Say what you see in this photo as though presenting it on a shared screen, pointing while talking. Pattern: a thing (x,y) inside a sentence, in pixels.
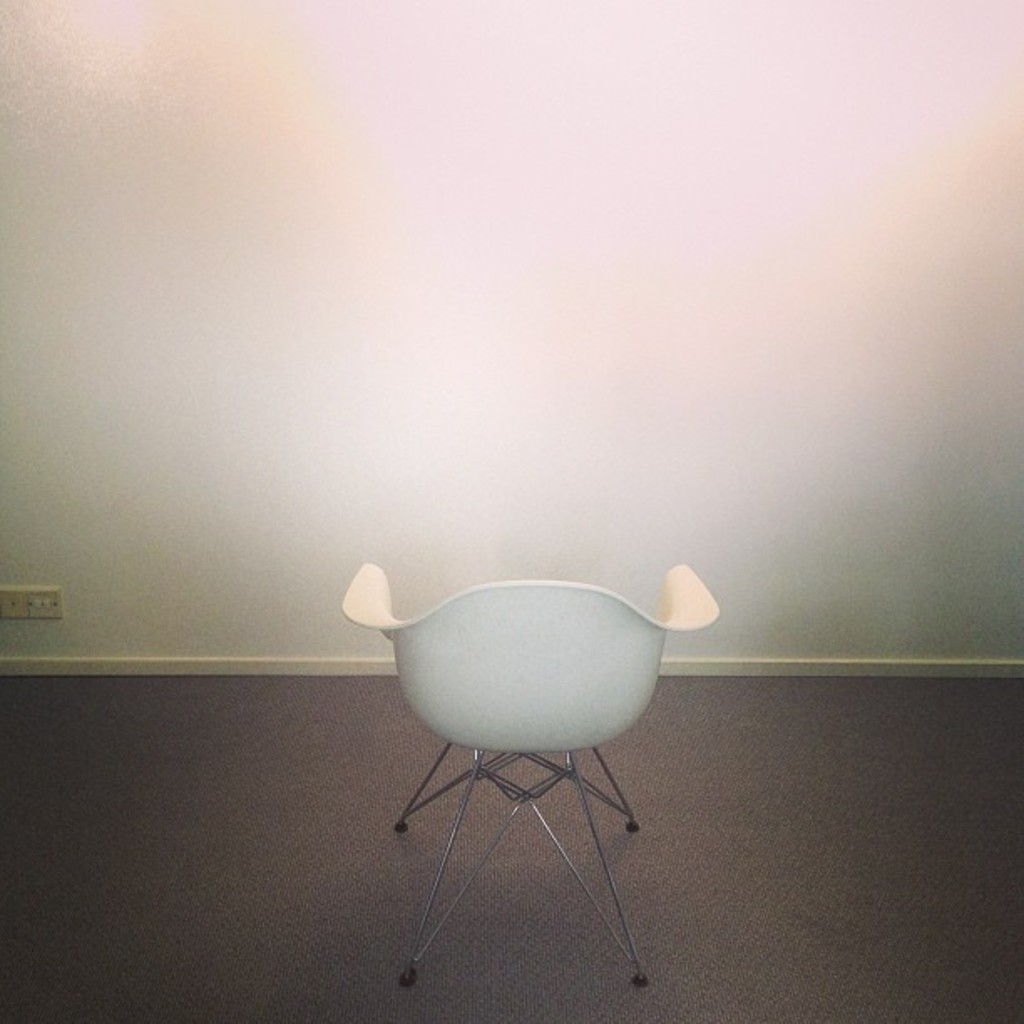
In this image I can see a white color chair (466,719) on the surface (513,851). In the background (462,330) I can see a white color wall (282,440).
